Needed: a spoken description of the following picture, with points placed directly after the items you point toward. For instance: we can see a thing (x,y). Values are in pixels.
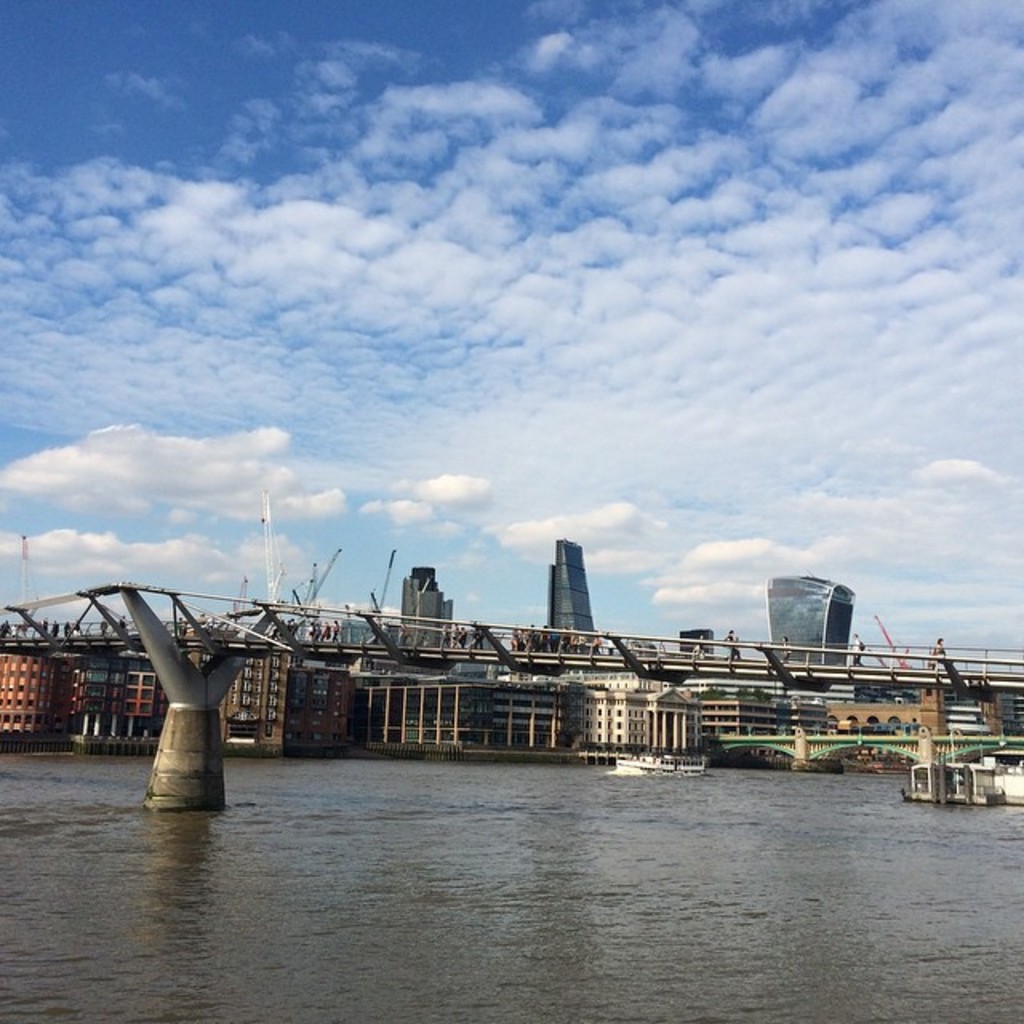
In this image I can see a boat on the water (46,924). I can see a bridge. In the background (549,723) there are few buildings (575,684). At the top (498,308) I can see clouds (723,465) in the sky (500,490).
